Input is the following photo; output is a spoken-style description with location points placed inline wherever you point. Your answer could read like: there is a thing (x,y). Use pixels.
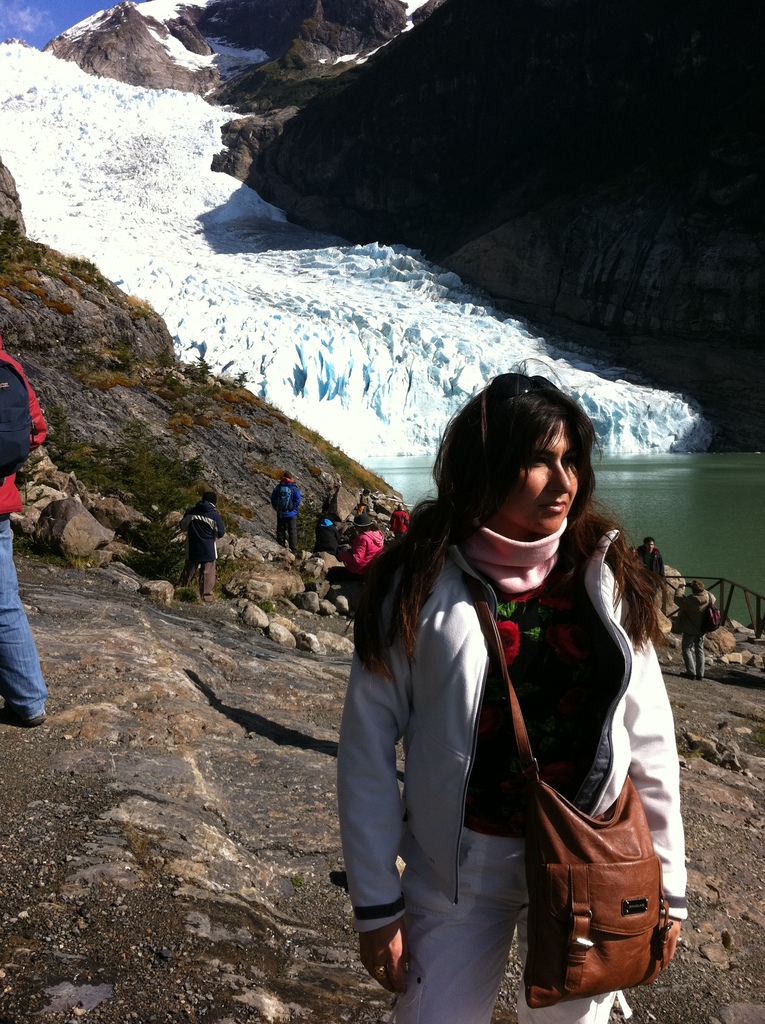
In this image there are people (333,535) standing on rock mountains (231,539). In the foreground (535,602) there is a woman (473,808) standing. She is wearing a bag (565,907). To the right (705,577) there is a railing (728,605). Beside the railing (722,592) there is water (696,514) on the ground (760,643). In the background (288,302) there is ice (225,289) on the mountains (72,44). At the top (69,26) there is the sky (52,22).
